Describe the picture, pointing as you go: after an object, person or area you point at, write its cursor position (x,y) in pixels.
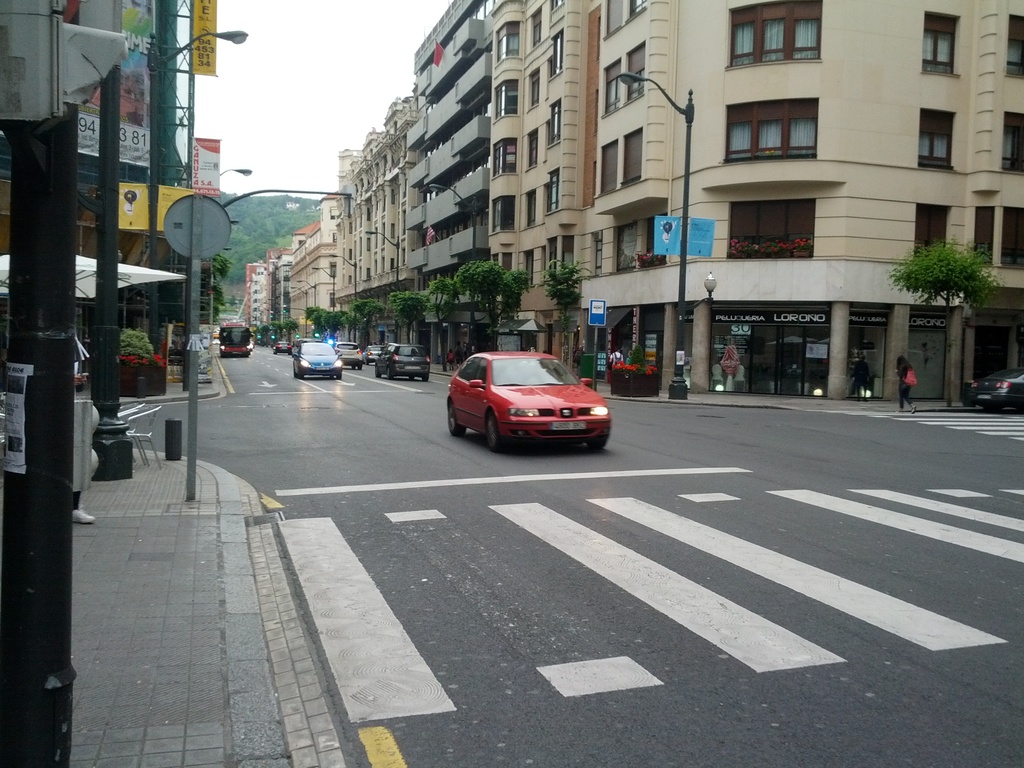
This picture is clicked in the city. At the bottom (376,643), we see the road (419,425). In the middle (528,426), we see the vehicles (468,425) are moving on the road (407,421). On the left side (51,653), we see the poles (67,524), street lights (108,324), chairs (146,417), garbage bin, trees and buildings (137,315). We see the boards (126,191) and the banners (95,118) in white, red and yellow color with some text (91,130) written on it. On the right side (1001,395), we see a car (989,400) and a woman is walking on the road (892,417). We see the buildings (871,345), trees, street lights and poles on the right side (779,354). There are trees (235,266) and the buildings (310,255) in the background (273,272). At the top (332,156), we see the sky (364,135).
